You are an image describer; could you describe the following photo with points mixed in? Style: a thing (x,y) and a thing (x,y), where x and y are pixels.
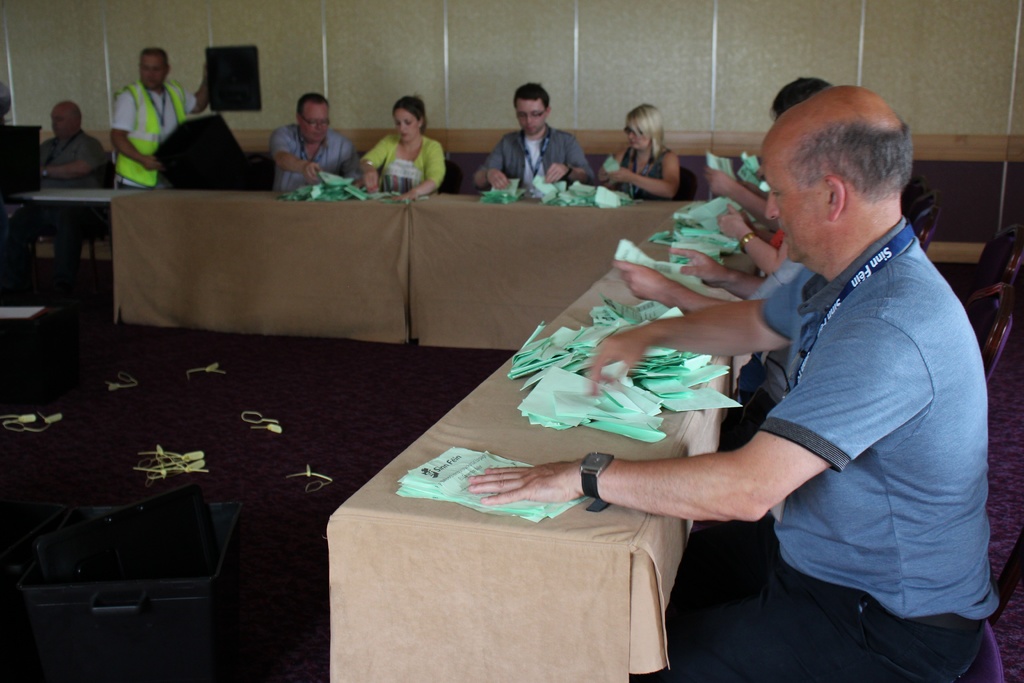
In this picture there are group of people (803,279) sitting on the chairs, there is a long table (552,638) before them and all are arranging the papers (658,435) accordingly, there is a black color box (49,548) at the left side of the image (165,577).
